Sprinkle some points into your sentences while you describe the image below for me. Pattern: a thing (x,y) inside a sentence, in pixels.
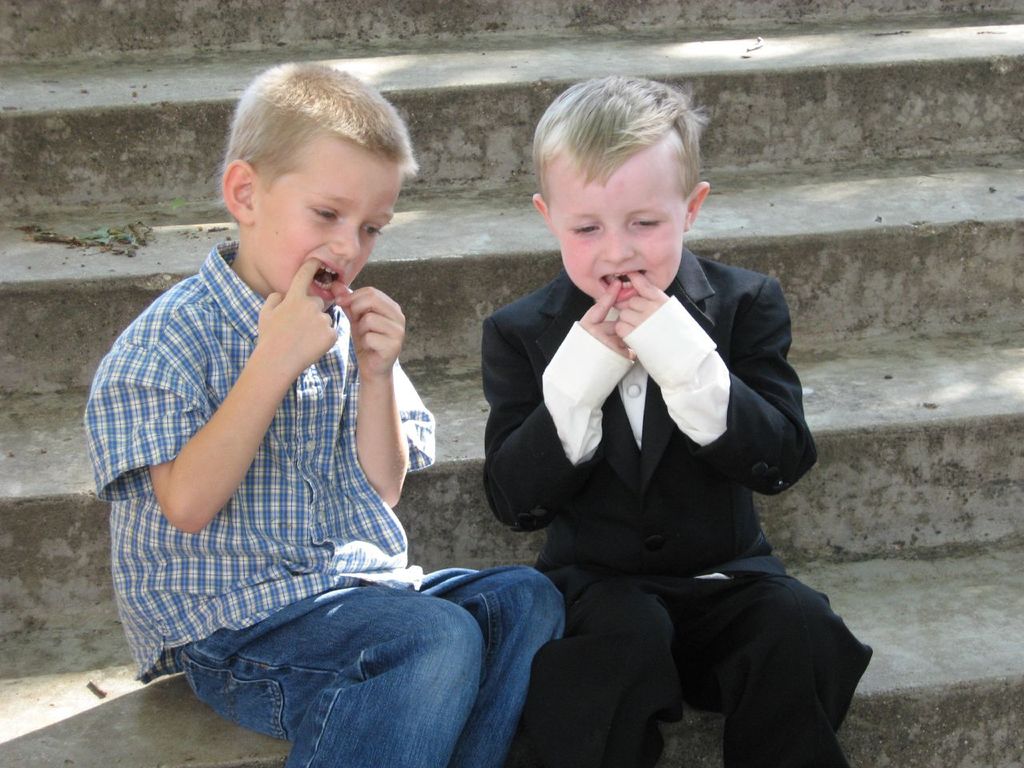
In the image in the center, we can see two kids (328,531) were sitting. In the background (68,48) there is a staircase (289,25).
